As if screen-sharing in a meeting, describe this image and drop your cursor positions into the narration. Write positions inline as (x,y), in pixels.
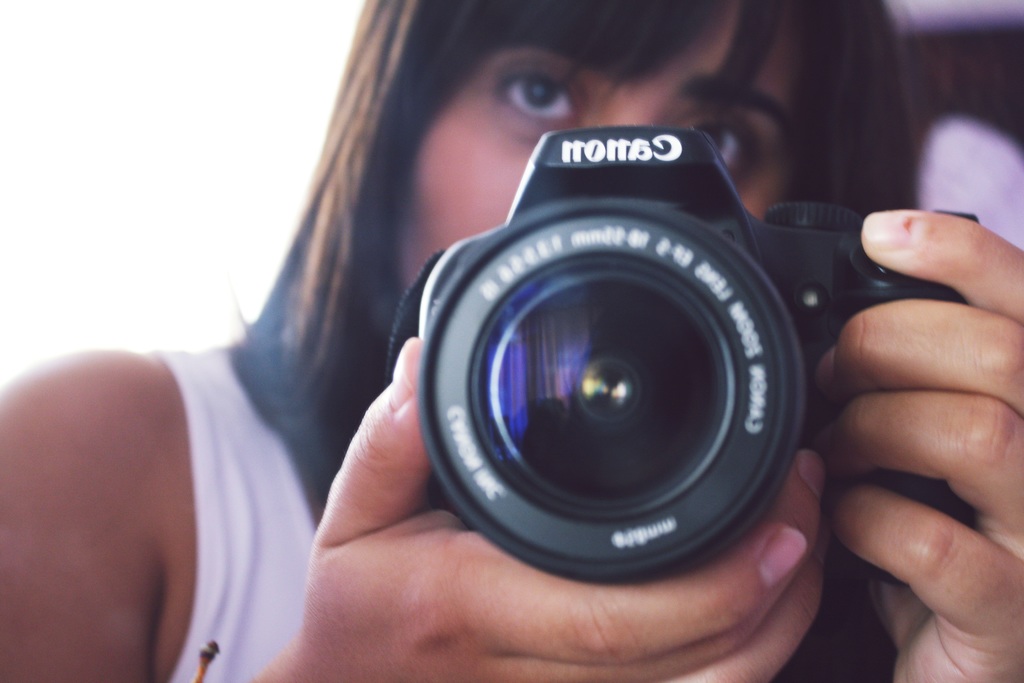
In this image we can see a person (697,93) holding a camera (621,401). There is a white background (211,156) at the left side of the image (213,163).
